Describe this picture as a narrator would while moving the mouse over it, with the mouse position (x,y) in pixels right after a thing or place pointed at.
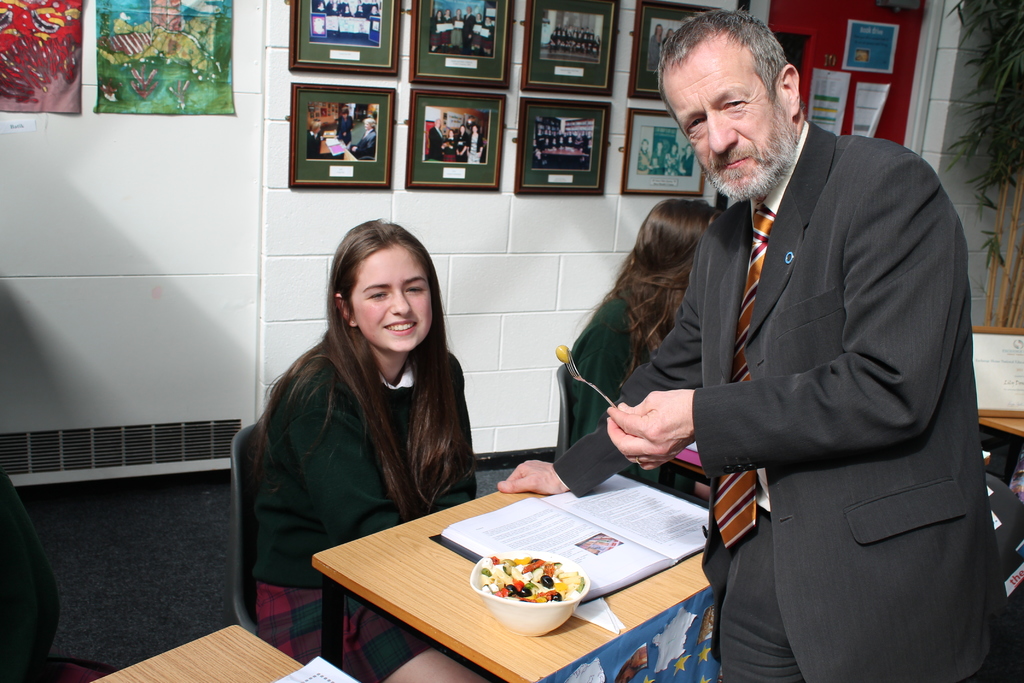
On wall (258,118) there are different type of posters (23,60) and photos (542,29). This 2 women (348,303) are sitting on a chair (250,483). On this table (393,541) there is a book (602,551), bowl (480,594) and fruits (535,580). This man (744,461) is standing wore suit (861,593) and holding a fork (586,381). This is plant (1003,147).
